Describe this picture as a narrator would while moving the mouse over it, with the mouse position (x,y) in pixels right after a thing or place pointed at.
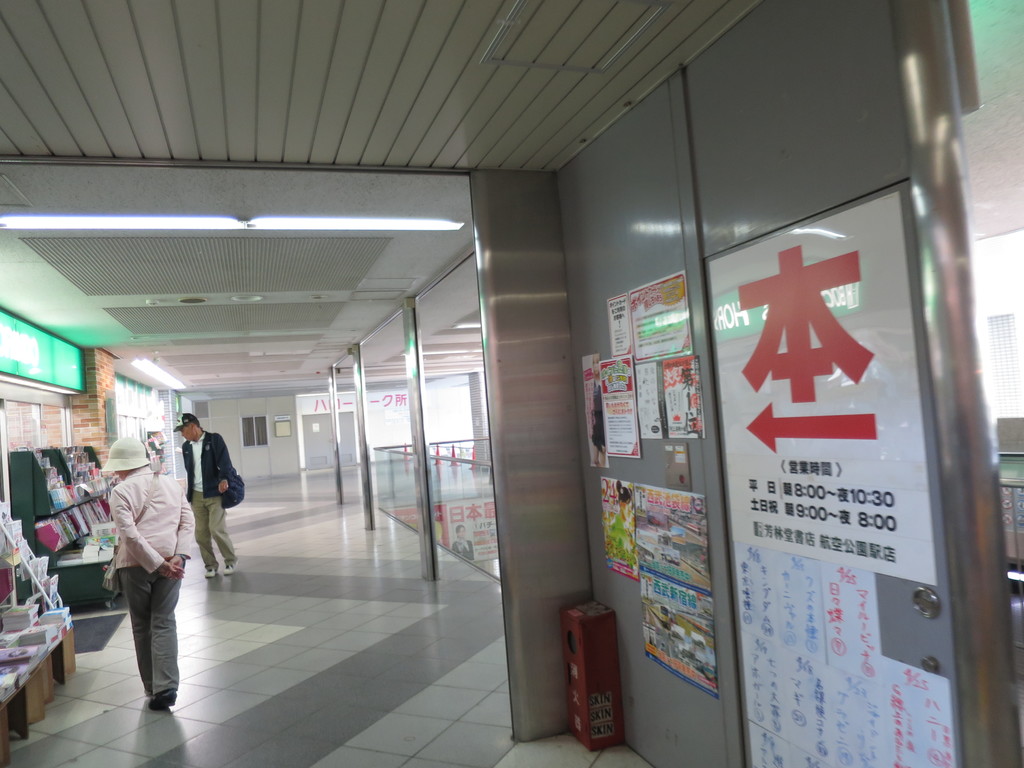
On the left side of the image (216,478) we can see persons (174,500) on the floor (135,707) and some books (26,556) placed on the rack (80,577). On the right side of the image (853,720) we can see posters (845,697) on the wall (609,452). In the background (426,424) there is a door (325,418), pillars (358,418) and wall (235,415).
